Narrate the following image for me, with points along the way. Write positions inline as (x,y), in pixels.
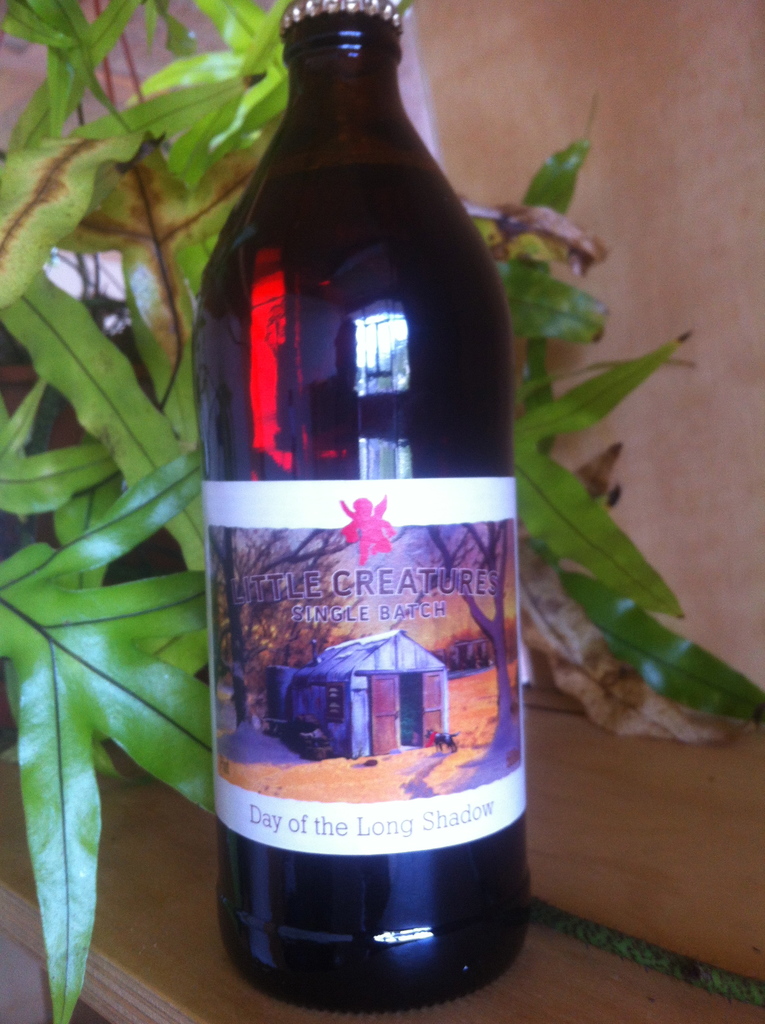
As we can see in the image there is a pink color wall (683,278), plant (51,320) and a black color bottle (316,423). On bottle (350,530) it was written as "little creatures".
